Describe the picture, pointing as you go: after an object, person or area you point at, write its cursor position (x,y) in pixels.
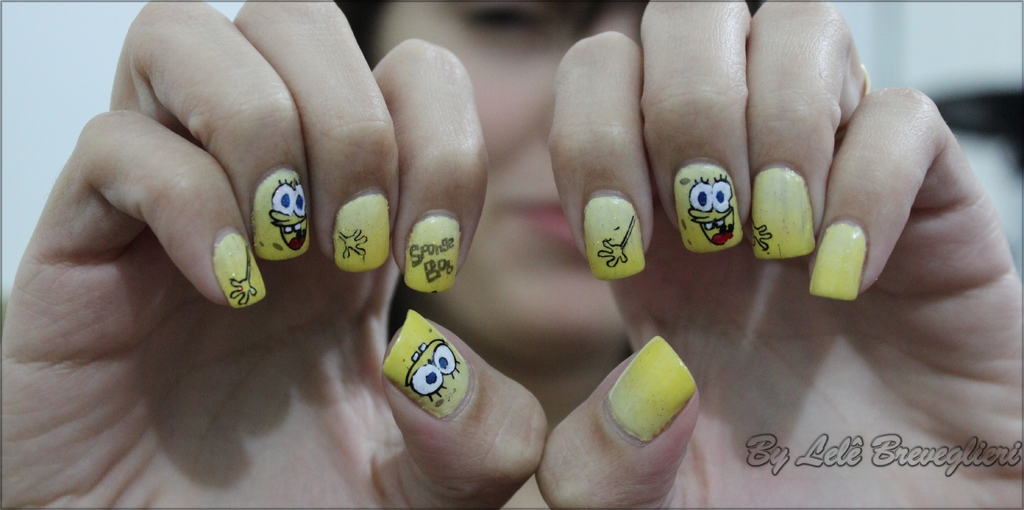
This image consists of a woman (437,289). There are nails (691,239) in this image.
